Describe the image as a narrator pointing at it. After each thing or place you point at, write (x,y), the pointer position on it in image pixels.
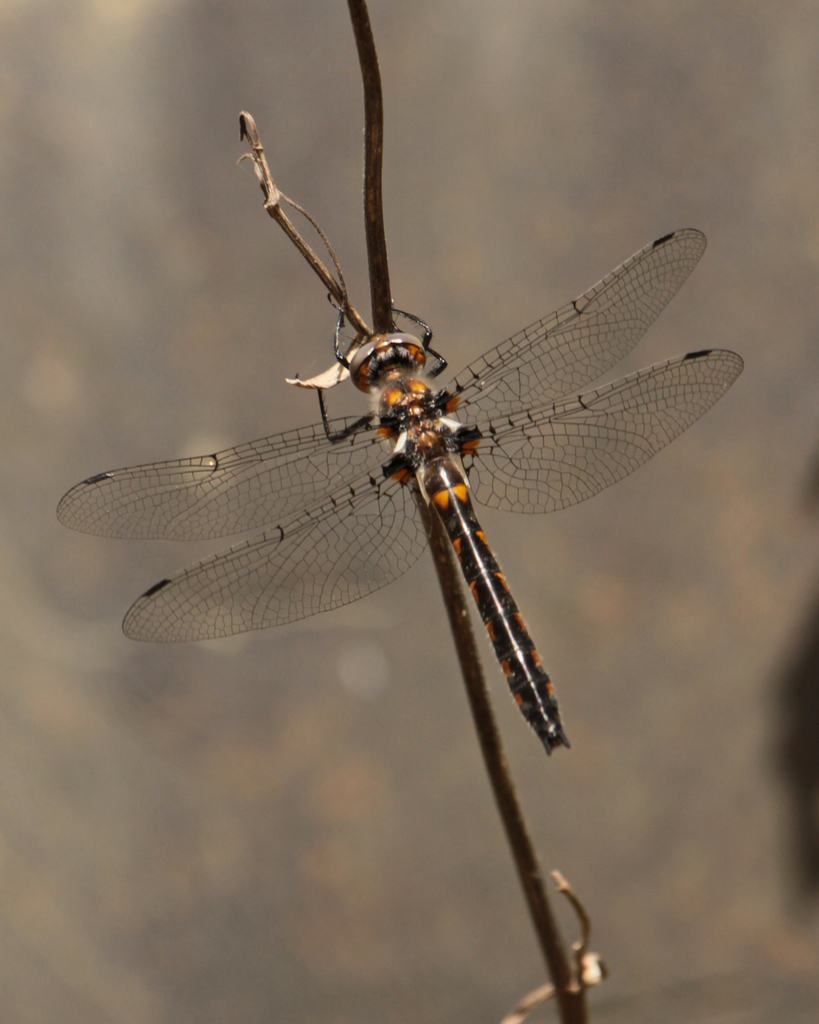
In this image, I can see dragonfly (444,474) on a stem (453,561). There is a blurred background (18,946).
